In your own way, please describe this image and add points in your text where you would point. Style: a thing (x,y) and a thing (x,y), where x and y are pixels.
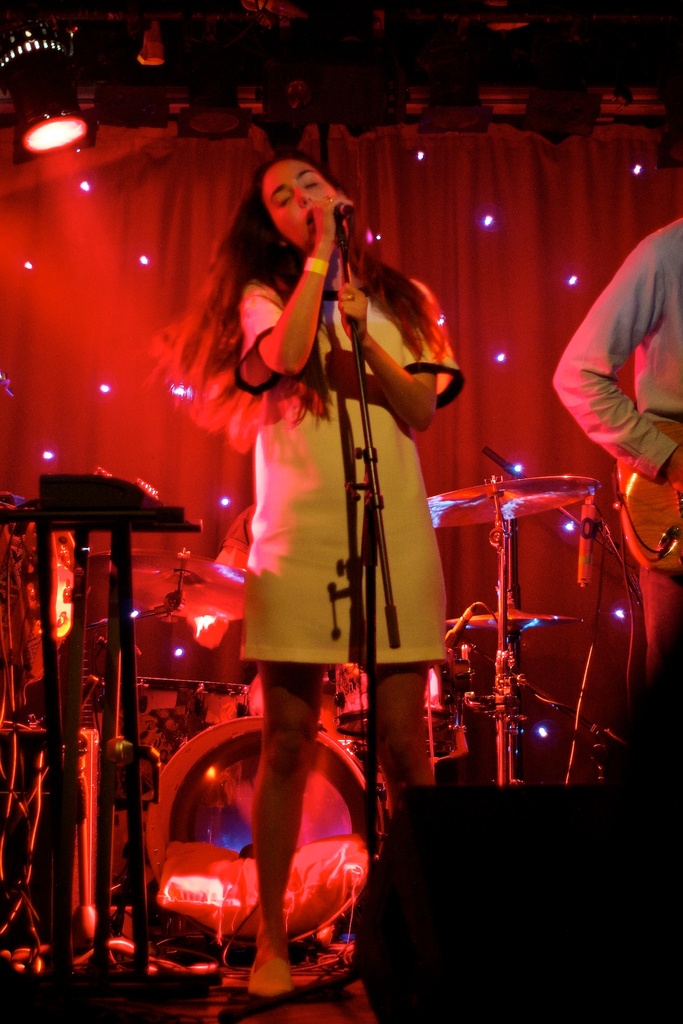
A lady (320,372) is holding a mic (342,247) and singing. In the background (218,687) there is a drums (184,683), cymbal (485,517), mics (472,610). On the right side (628,448) a person (638,468) is standing. In the background (181,208) there is a curtain (119,281). Lights (58,140) are over there.
